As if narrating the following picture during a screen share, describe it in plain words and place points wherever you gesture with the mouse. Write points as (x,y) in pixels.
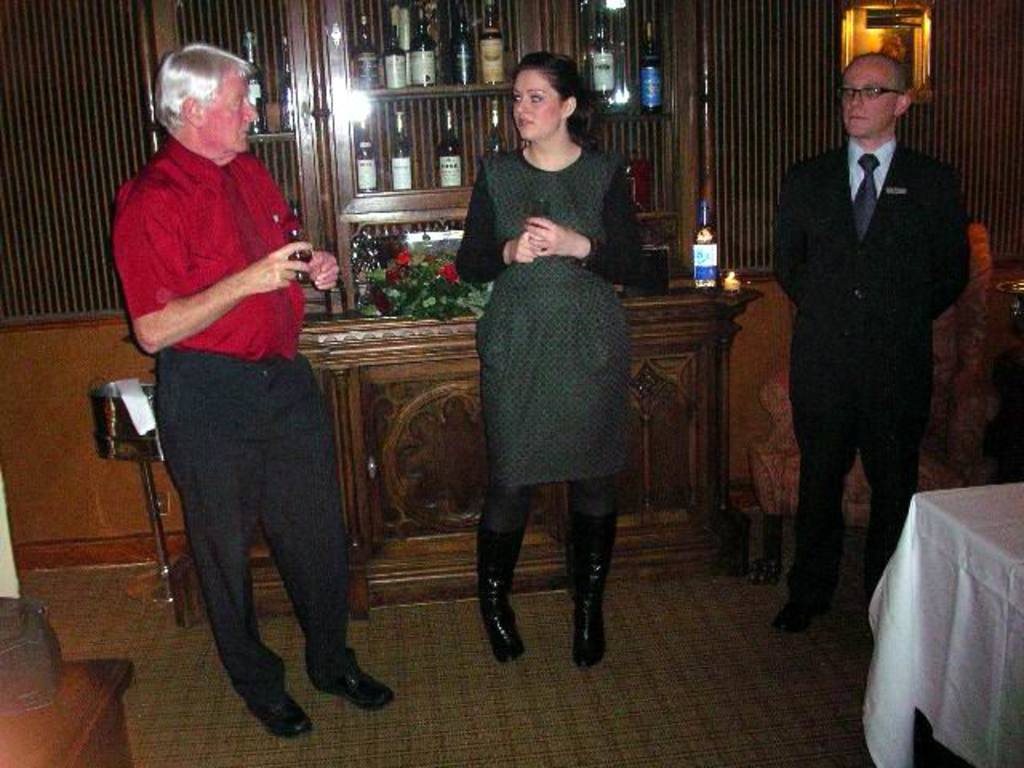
In this image I can see three people (487,411) standing. These people (843,349) are wearing the different color dresses (506,360). To the back of these people (496,321) I can see the bouquet (425,311) with red color flowers (377,295) and the wine bottle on the table (466,333). To the right (881,593) I can see the white color sheet (954,587) on the table (935,588). And there is a chair (964,336) at the back of one person (921,433).
